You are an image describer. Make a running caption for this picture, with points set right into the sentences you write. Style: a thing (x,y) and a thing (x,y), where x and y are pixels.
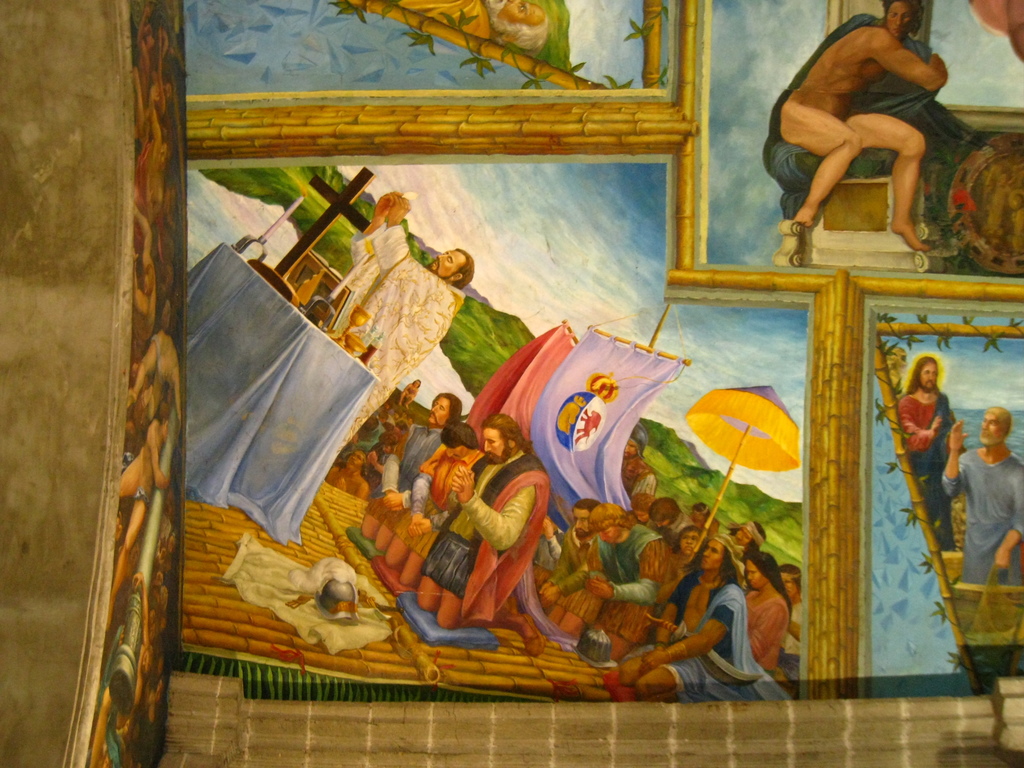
In this picture we can see the painting (455,285) on the wall (99,249). In the center (492,453) we can see the group of persons (574,603) were in the squat position, in front of them there is a man (410,303) who is wearing white dress (412,335). In the background (763,499) we can see mountain (469,297) and the sky (564,307).
